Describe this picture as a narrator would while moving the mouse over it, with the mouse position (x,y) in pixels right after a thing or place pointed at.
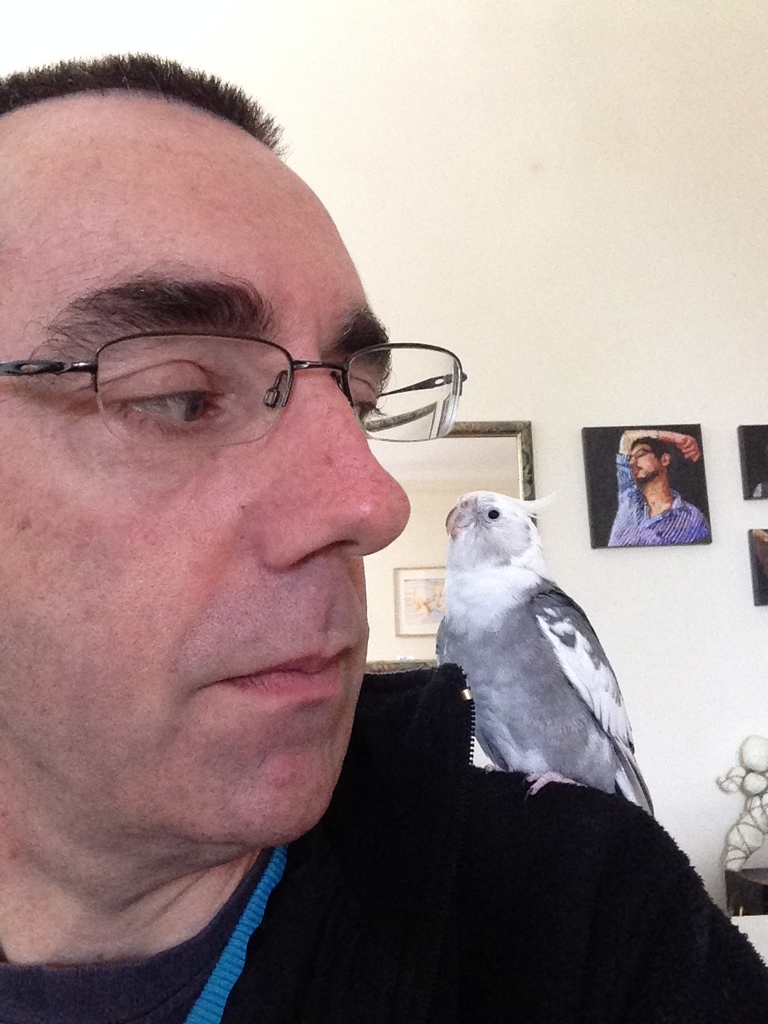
In the background (683,511) we can see the frames (612,500) on the wall (701,331). On the right side of the picture (739,841) we can see an object (752,794). This picture is mainly highlighted with a man (265,417) wearing spectacles (371,437), we can see a bird (522,573) on his shoulder (586,823).
